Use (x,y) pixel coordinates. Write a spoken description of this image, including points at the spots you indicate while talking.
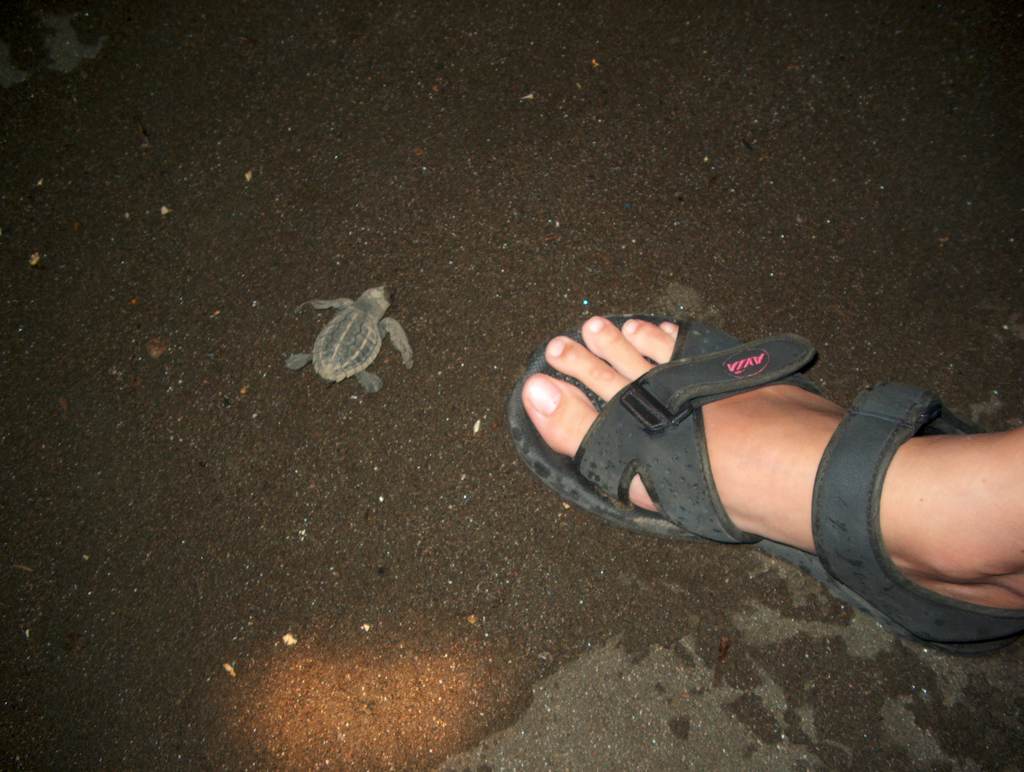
In this picture we can see a turtle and a person leg (986,580) with a footwear (637,519) on the ground (493,222).
